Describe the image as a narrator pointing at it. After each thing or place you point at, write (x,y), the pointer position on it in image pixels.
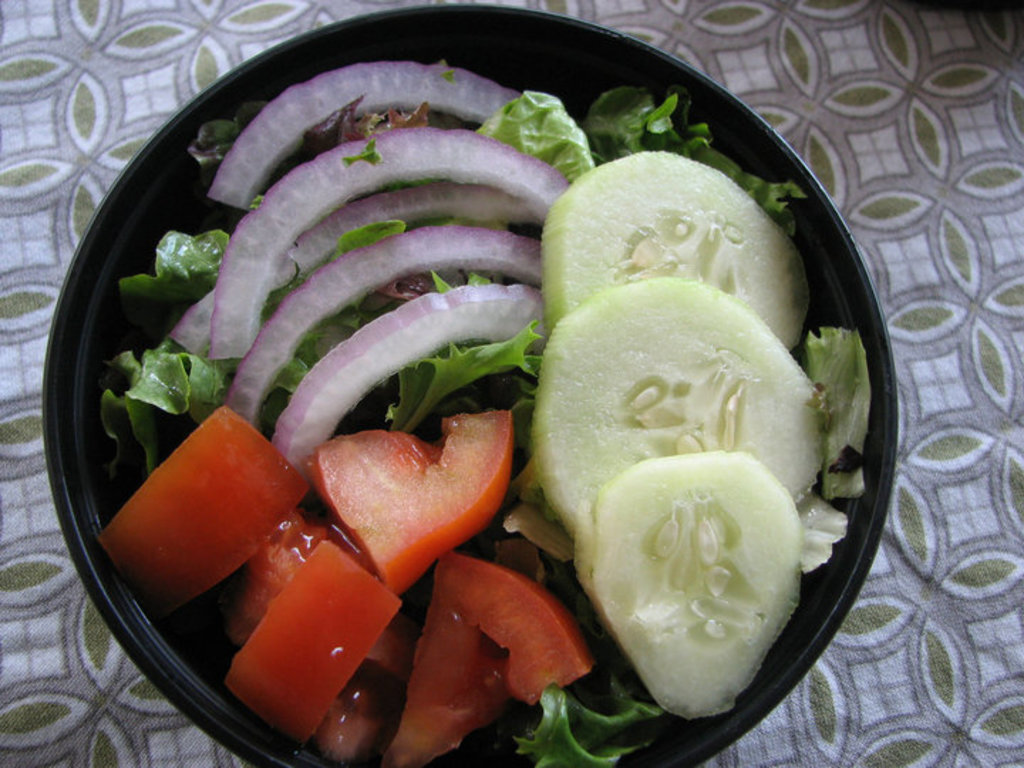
In this image there are sliced onions (380,324), tomatoes (381,519), cucumbers (579,426) and green salad (523,476) in a bowl (111,336) on a table (928,161).
